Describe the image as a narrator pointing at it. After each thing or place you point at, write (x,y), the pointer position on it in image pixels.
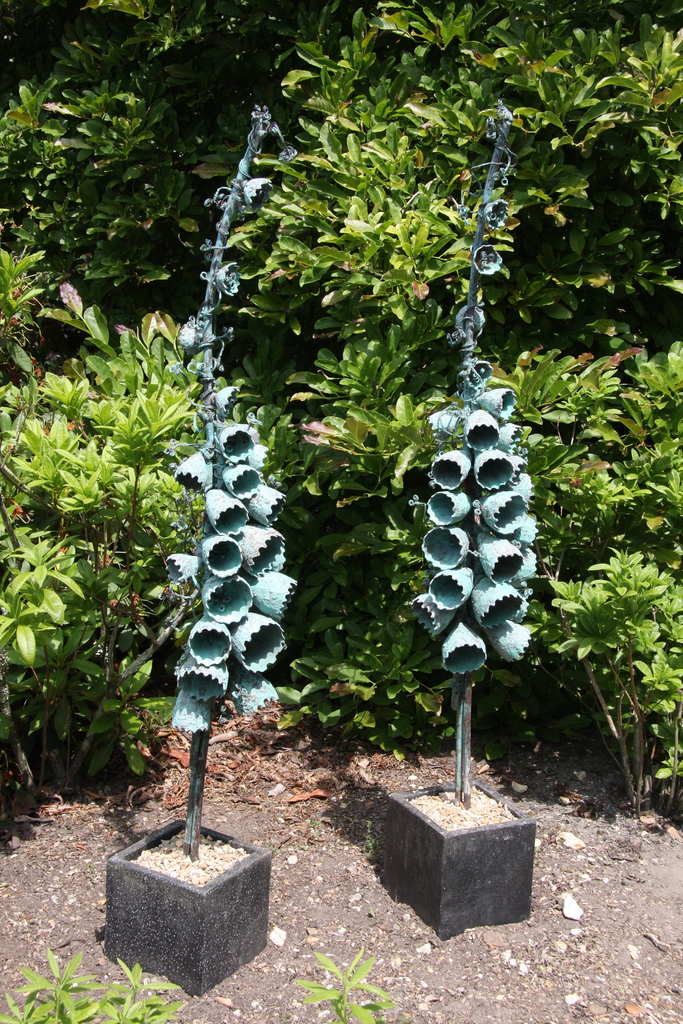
In this image I can see metal rods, sculptures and trees (354,386). This image is taken may be during a day.
